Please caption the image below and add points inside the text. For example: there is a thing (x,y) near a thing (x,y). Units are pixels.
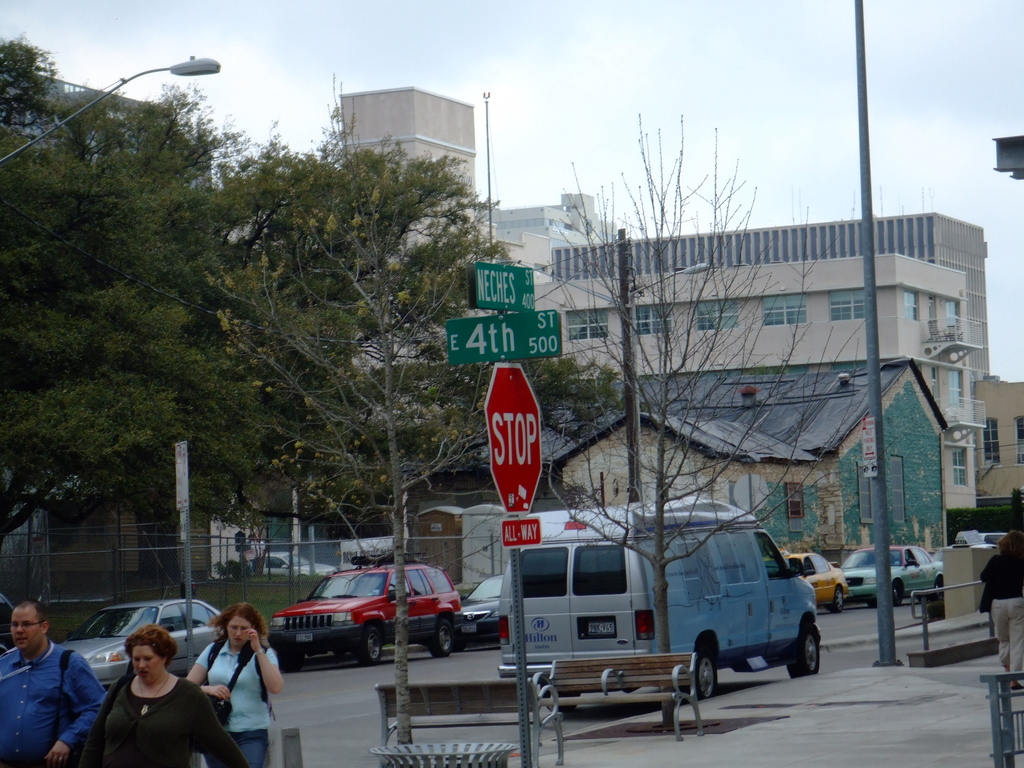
In this picture we can see few sign boards (457,339), vehicles (360,617), metal rods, benches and group of people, in the background (225,212) we can see few trees (338,278), poles (629,396), lights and buildings (558,241).
